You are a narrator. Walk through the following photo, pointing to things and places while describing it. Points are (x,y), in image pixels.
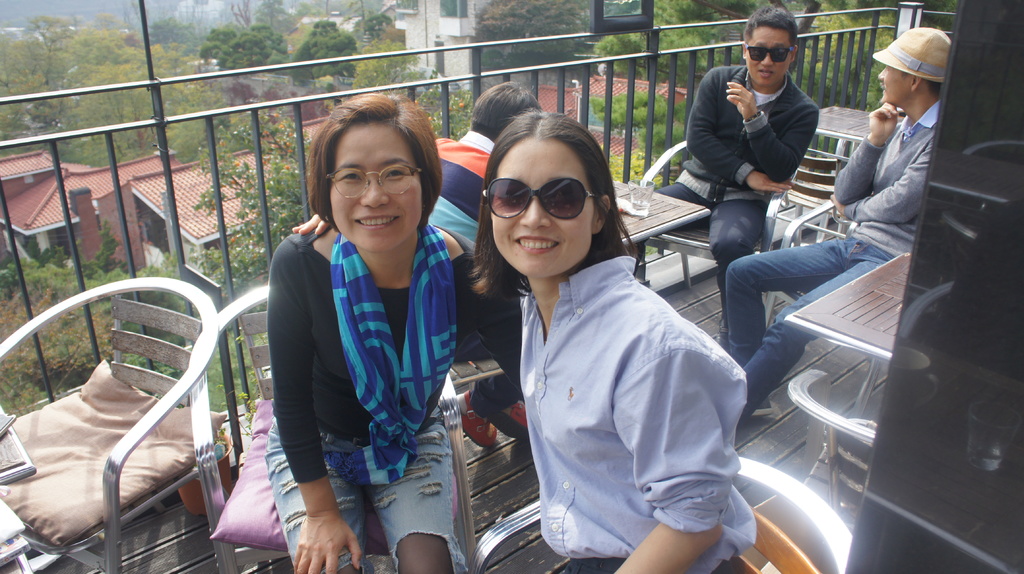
In this image, group of people (647,444) are sat on the chair (796,542). Few are wearing glasses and goggles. On right side (865,186), a person (884,107) is wearing a cap (904,64) on his head (899,85). We can see so many tables (832,124), few items (2,421) are placed on it. At the background (638,87), we can see fencing (582,95), trees (618,116), houses (433,17), buildings (430,35).
